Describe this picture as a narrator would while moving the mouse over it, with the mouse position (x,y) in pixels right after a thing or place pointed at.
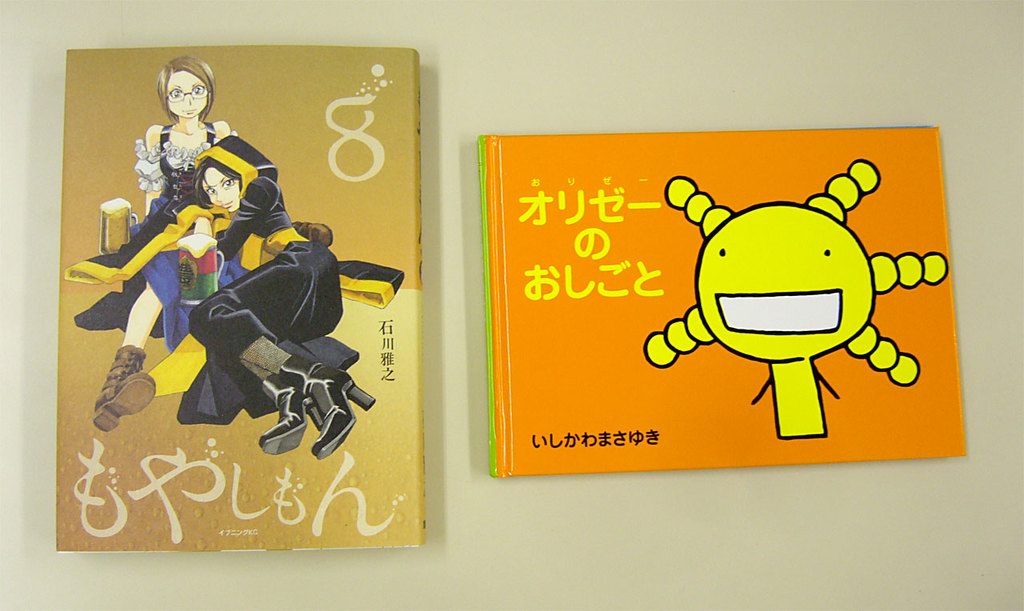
In this image, we can see books (261,245) on the table (129,574).
